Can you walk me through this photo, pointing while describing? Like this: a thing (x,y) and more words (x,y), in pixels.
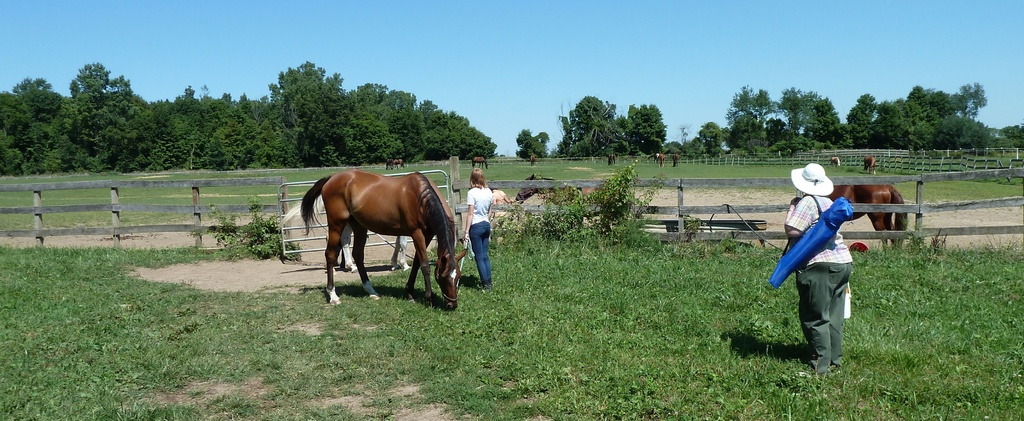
Bottom of the image (954,362) there is grass (570,239). In the middle of the image (391,214) there are some horses (882,226) and two persons (480,191) are standing. Behind them there is a fencing (902,236). Top of the image (92,139) there are some trees (34,110). Behind the trees (31,126) there is sky (517,131).
